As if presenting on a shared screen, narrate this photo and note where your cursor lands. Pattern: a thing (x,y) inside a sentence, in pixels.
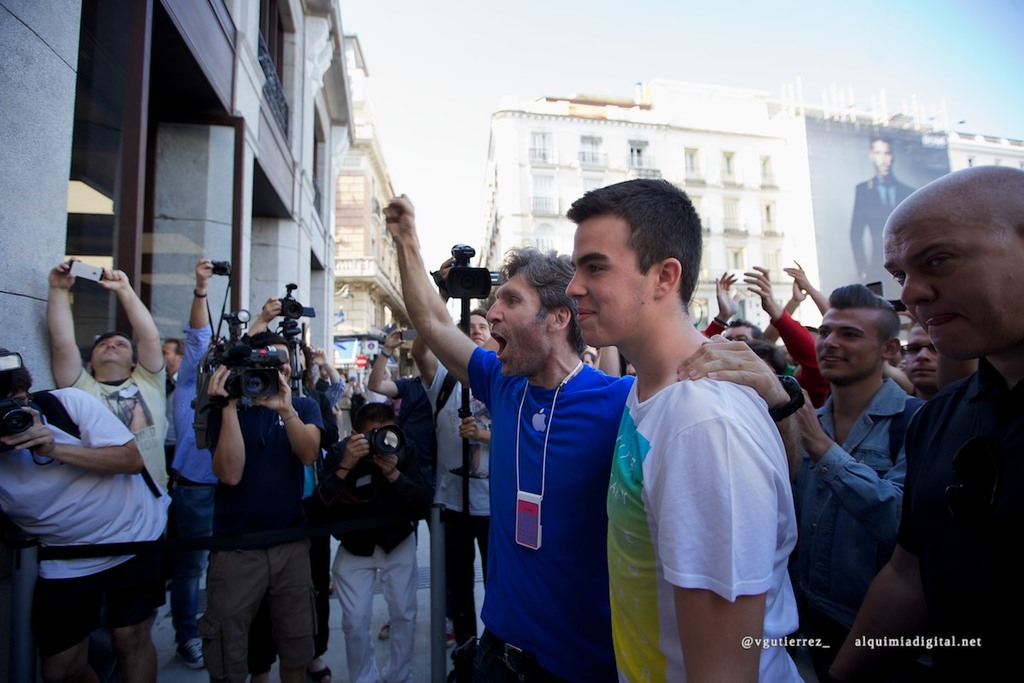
In this image there are many people (876,393) in front of the building (166,151). Some of them are holding camera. In the background (640,155) there are buildings (765,172). There is a banner (853,235) over here.
